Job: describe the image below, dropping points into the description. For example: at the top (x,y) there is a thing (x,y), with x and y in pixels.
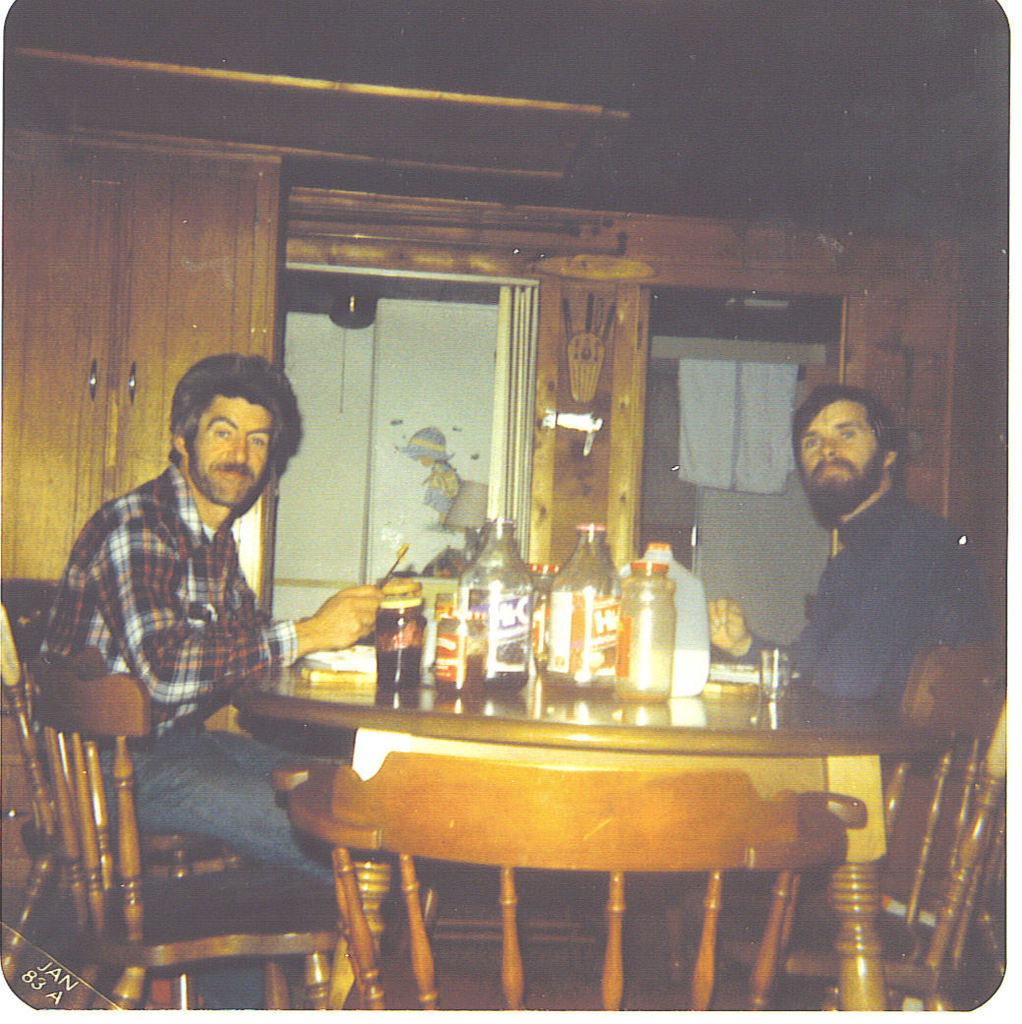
In this picture two persons (226,616) are sitting on a chair (927,666). In-between of this two persons (174,578) there is a table (517,702), on a table (554,715) there is a jar (658,630) and bottles (595,608).
